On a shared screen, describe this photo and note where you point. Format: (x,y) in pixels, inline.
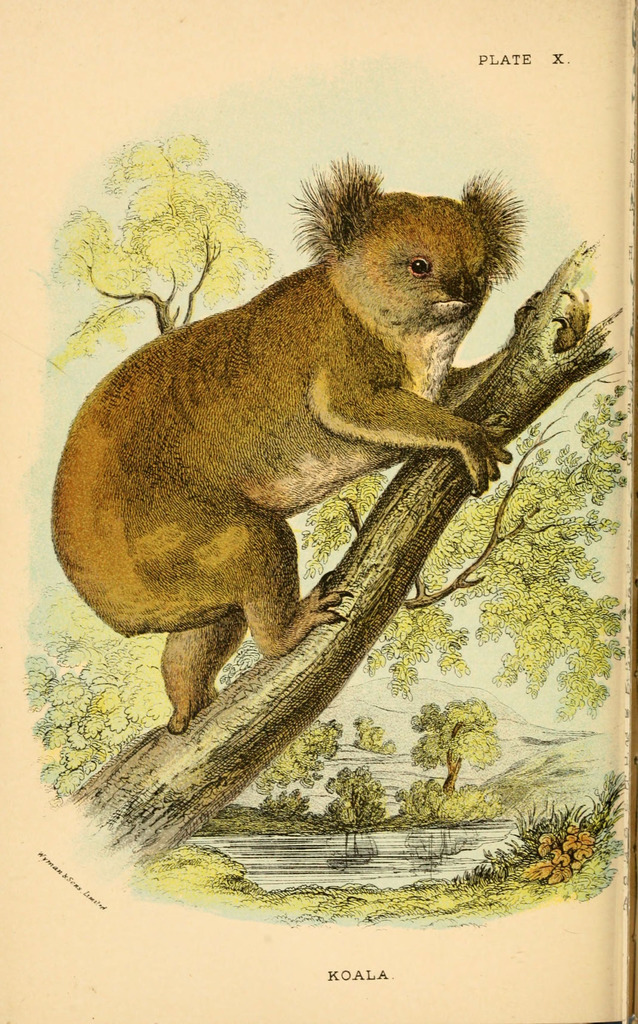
In this picture I can observe an art (313,513) of an animal (165,576). This animal (180,598) is koala (202,507). The background (58,65) is in cream color.
